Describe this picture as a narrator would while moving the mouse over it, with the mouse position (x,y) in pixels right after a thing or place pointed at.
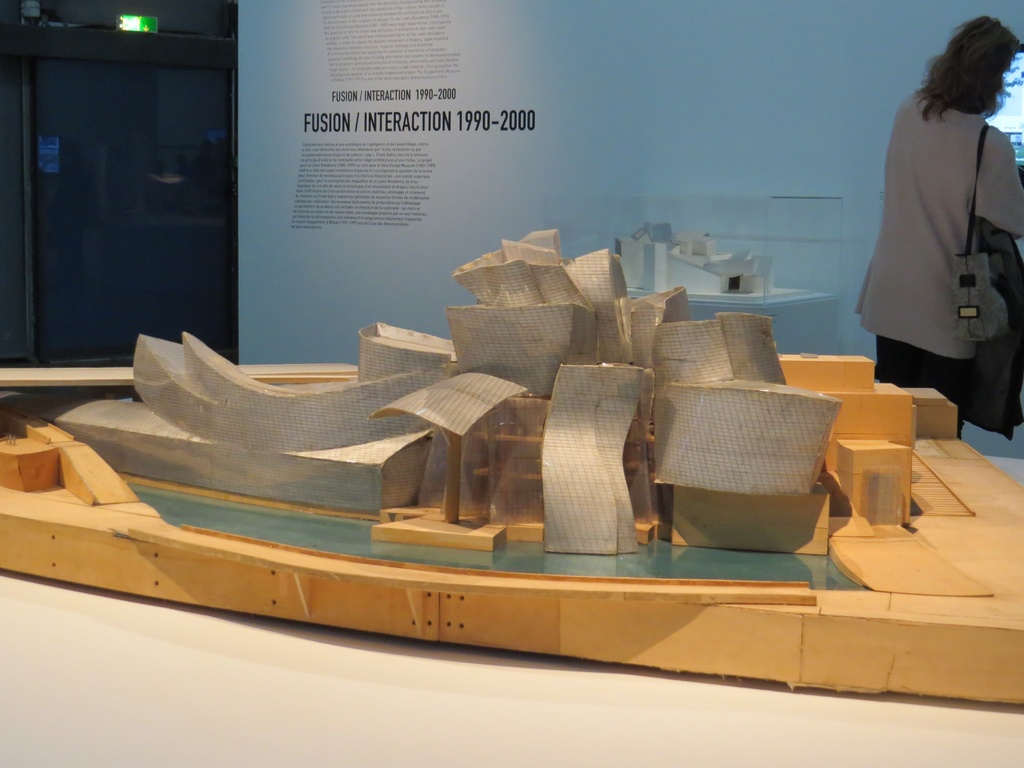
In this picture we can see a woman (953,223) holding a bag (964,338), side we can see a board (398,163), on which we can see some text (390,184) and we can see a object (364,481) looks like a building (346,472), which is placed on the white surface (264,701).
